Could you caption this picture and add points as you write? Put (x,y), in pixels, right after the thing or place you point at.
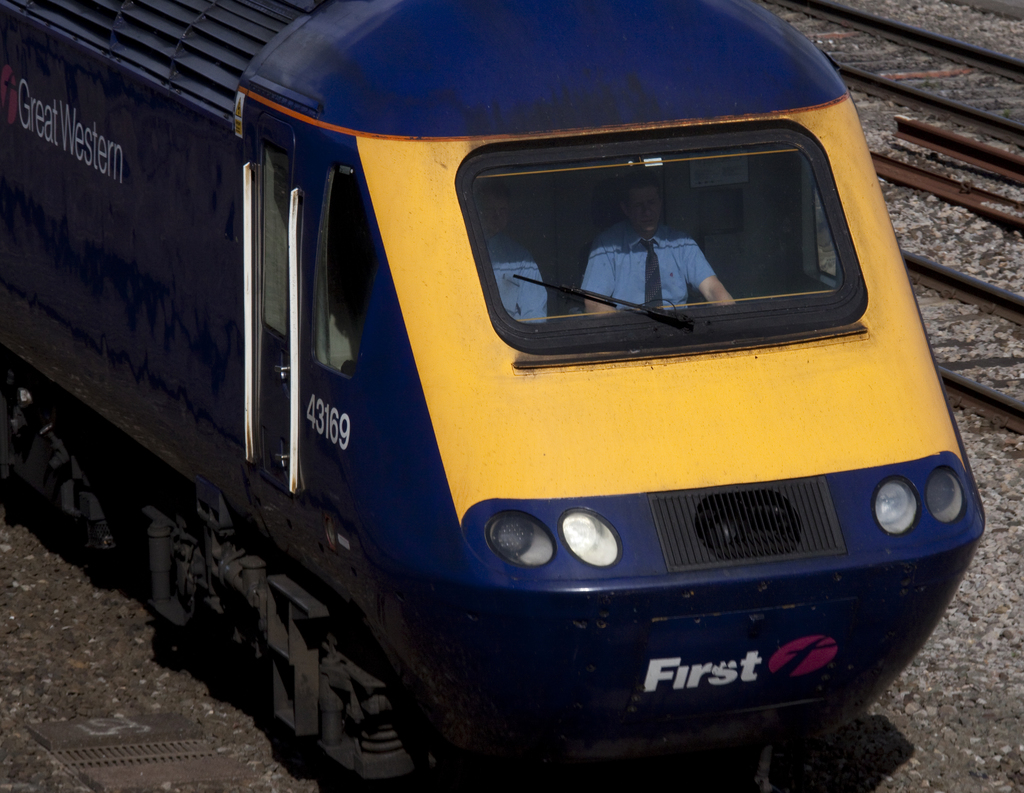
In this image there is a train (53,164) on the rail track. Two people (640,221) are sitting in the train (675,393). Right top there are rail tracks (925,39) on the land (965,315) having rocks (1014,665).
